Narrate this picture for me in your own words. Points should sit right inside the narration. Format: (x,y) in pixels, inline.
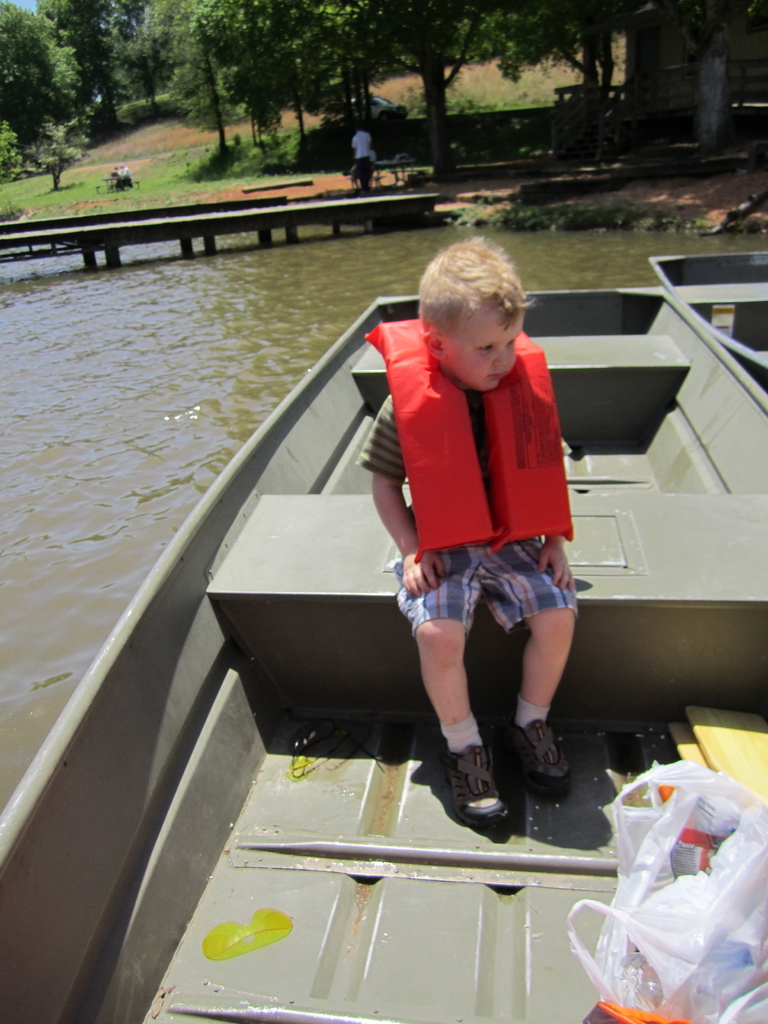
In this picture we can observe a boy (482,498) sitting in the boat (475,699) wearing an orange color life jacket (425,464). We can observe plastic bags (675,882) on the right side (667,889). The boat (470,887) is floating on the water (164,335). In the background (187,80) there are trees (193,95) and a wooden bridge (162,226) on the water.
